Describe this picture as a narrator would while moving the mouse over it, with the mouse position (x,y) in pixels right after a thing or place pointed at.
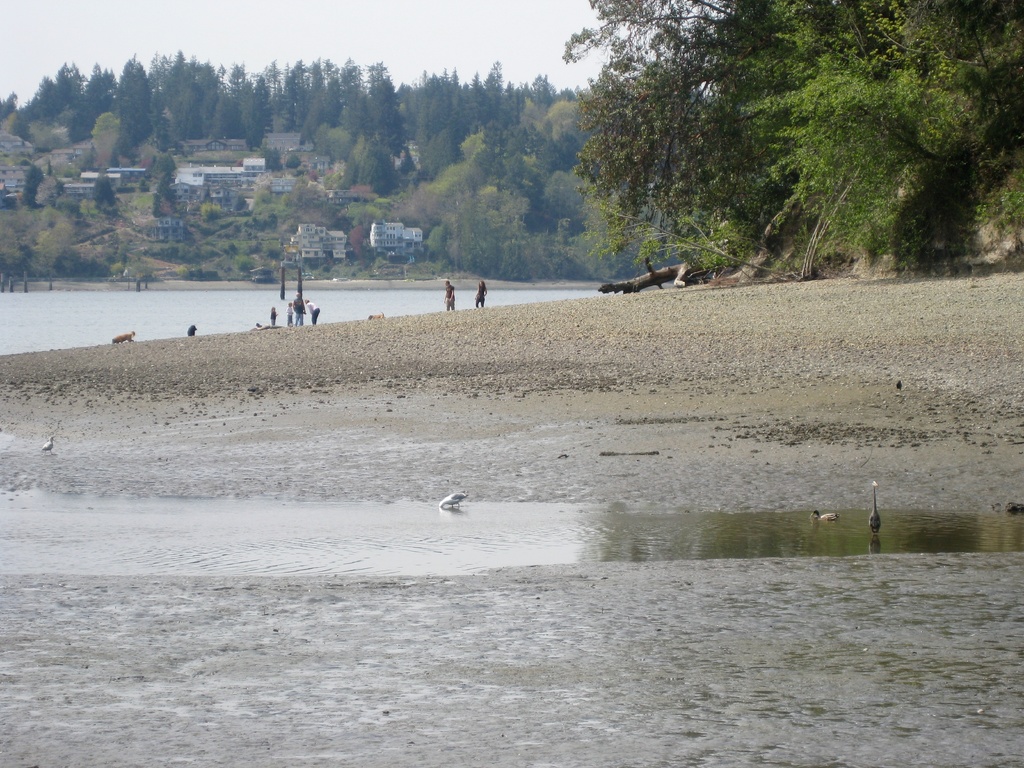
In this image there are a few people (315,318) standing on the shore (238,343) of the water (244,307), in the background of the image (253,205) there are trees (313,188) and houses (306,233).
